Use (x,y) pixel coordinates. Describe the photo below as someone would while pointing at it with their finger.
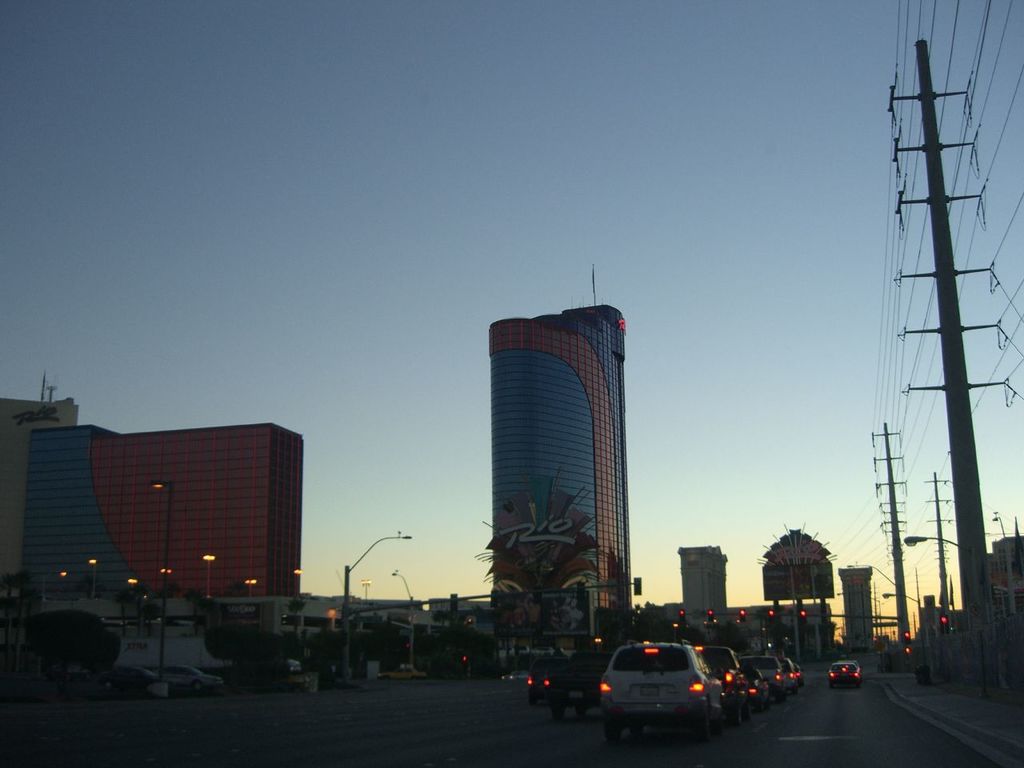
In this image, I can see the buildings (279,538), street lights (162,608) and trees (468,650). At the bottom of the image (657,683), I can see the cars (745,671) on the road (819,661). On the right side of the image (956,537), there are current poles (927,77) with the wires (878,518). In the background (397,479), I can see the sky (622,236).
